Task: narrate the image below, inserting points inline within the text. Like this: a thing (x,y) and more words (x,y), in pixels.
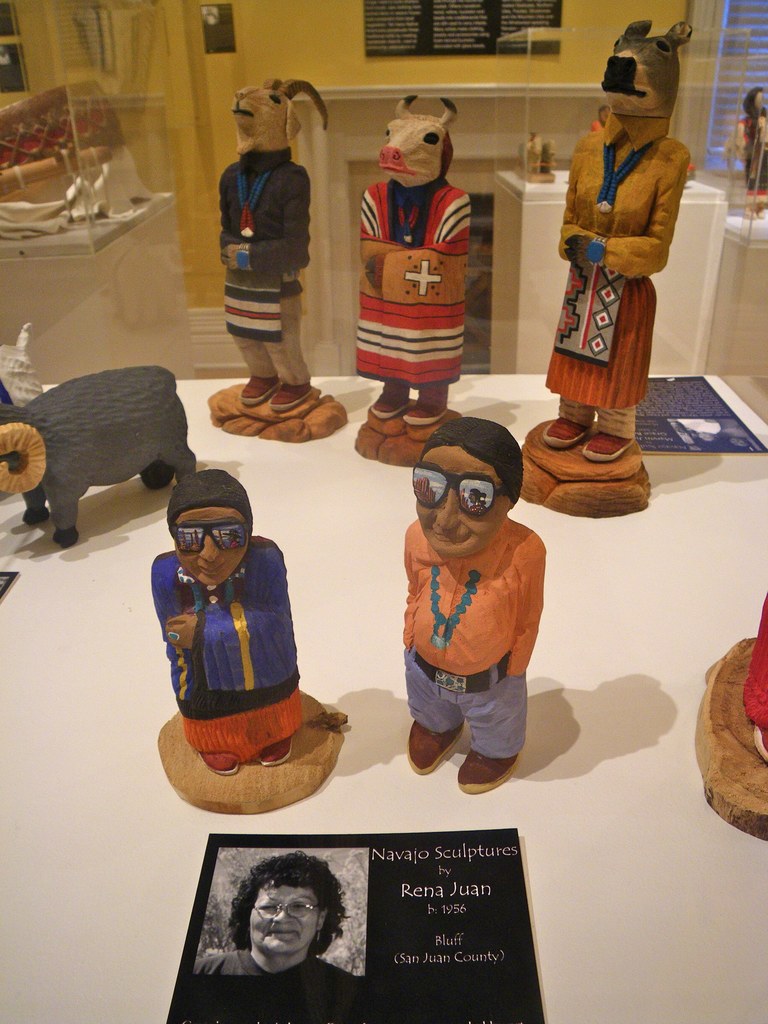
In the image on the table (396,783) there are toys (124,394) and also there is a black paper (277,899) with a lady image (265,909) and something is written on it. Behind the table (165,990) there are few objects (89,135) inside the glass boxes (61,122). In the background (393,38) on the wall (108,84) there is a black poster (435,50) with something written on it.
